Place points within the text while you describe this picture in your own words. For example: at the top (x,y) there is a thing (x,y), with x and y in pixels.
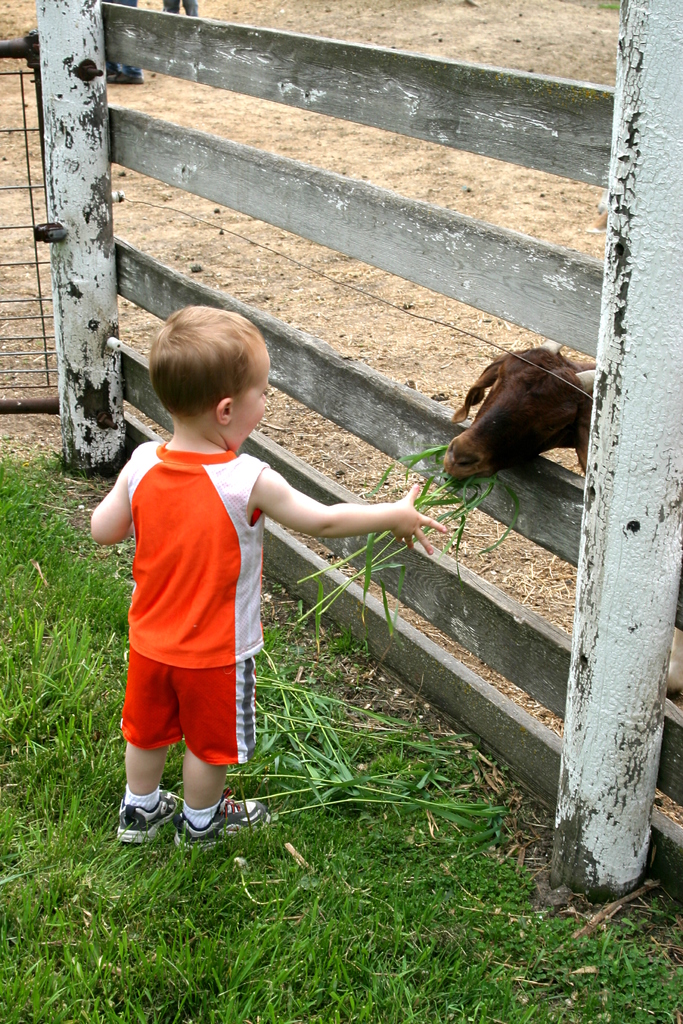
In the picture we can see a small boy (183,492) is standing on the grass surface (287,1000) near the railing (155,294) and feeding the goat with a grass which is behind the railing (284,222).
